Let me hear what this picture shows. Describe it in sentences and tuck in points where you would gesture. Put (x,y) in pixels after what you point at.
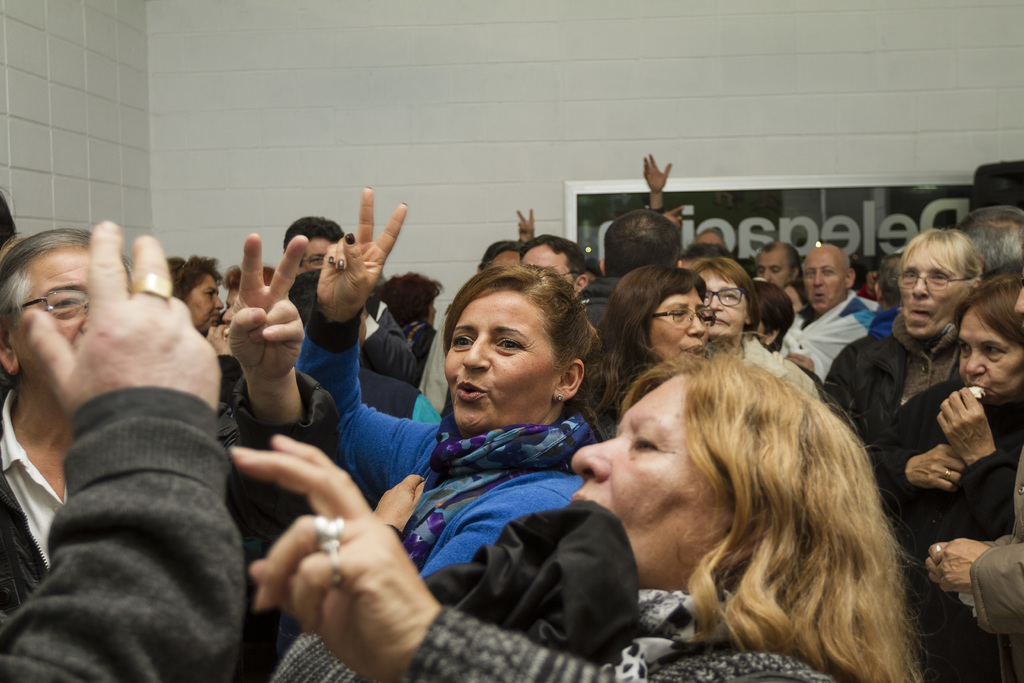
In this image I see number of people (594,323) in front (18,565) and in the background (9,15) I see the white wall (522,101) and on the wall (796,172) I see a board (711,216) on which there is something written.
